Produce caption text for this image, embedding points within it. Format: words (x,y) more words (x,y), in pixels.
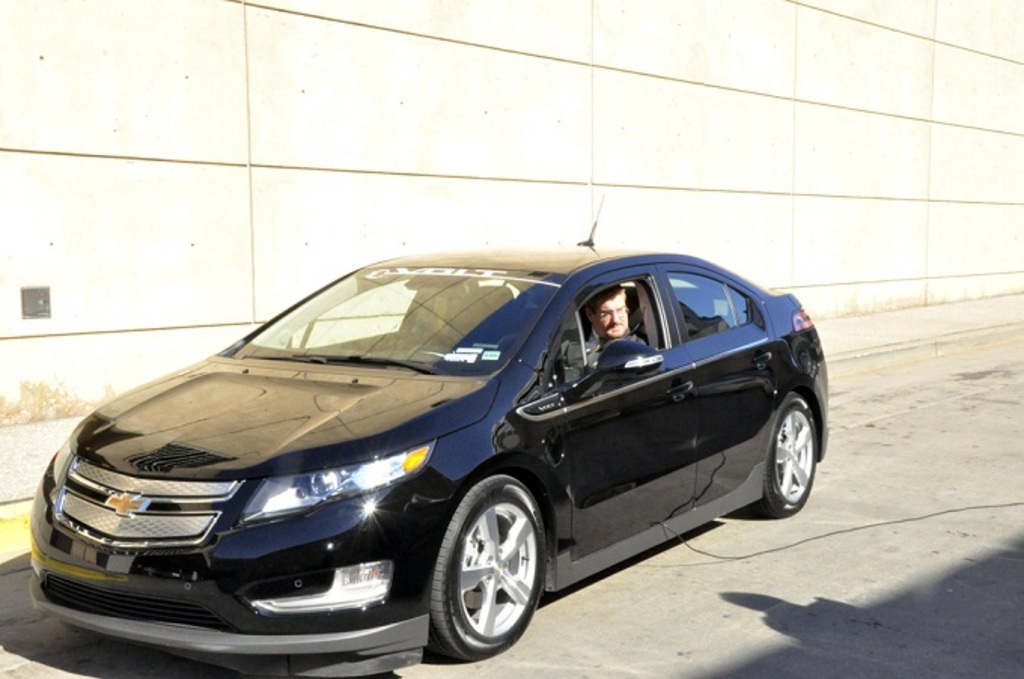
In the foreground of the picture (431,566) there is a car (629,292). In the car (606,370) there is a person (601,329). In the background (434,190) there is a construction (550,154). At the bottom (849,496) it is road (893,436).
